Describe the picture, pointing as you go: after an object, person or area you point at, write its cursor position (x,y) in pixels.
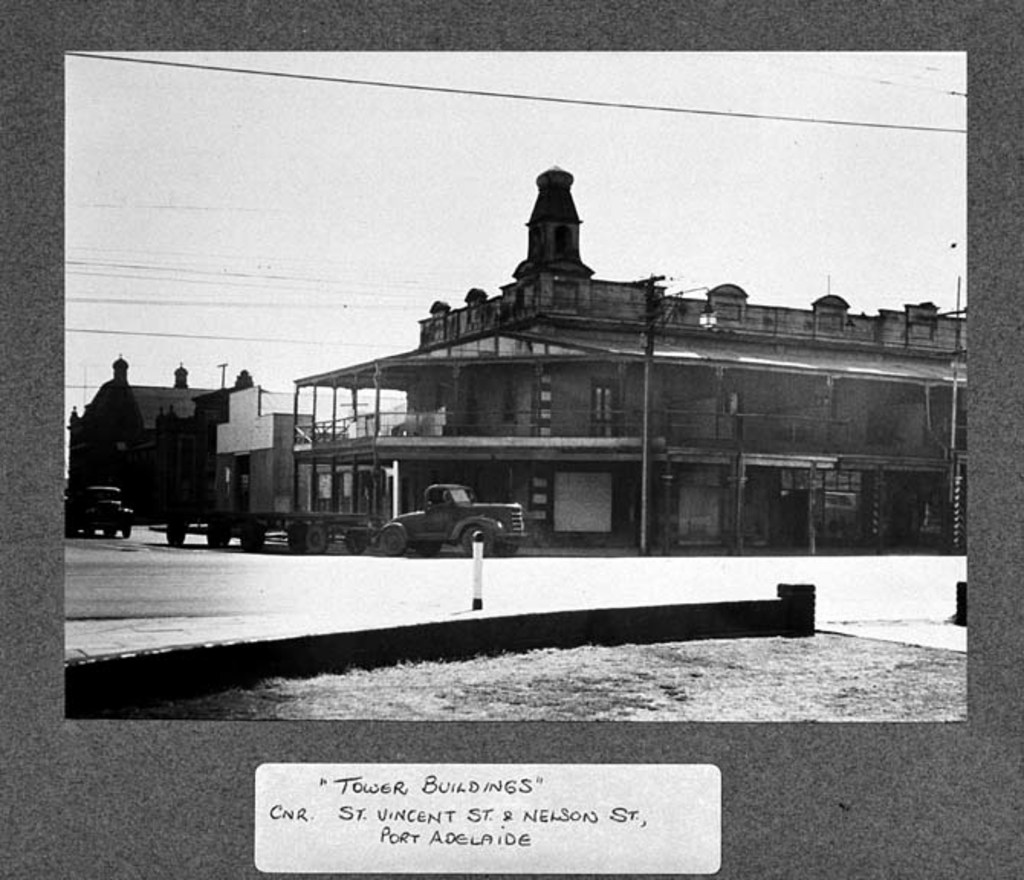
In this image we can see a photograph (707,231). In the center (502,428) there are buildings (443,472) and we can see vehicles (357,548) on the road (291,568). At the bottom (475,685) there is grass (542,678). In the background (301,194) there is sky (504,110) and we can see wires (662,109) and there is text (458,839).
